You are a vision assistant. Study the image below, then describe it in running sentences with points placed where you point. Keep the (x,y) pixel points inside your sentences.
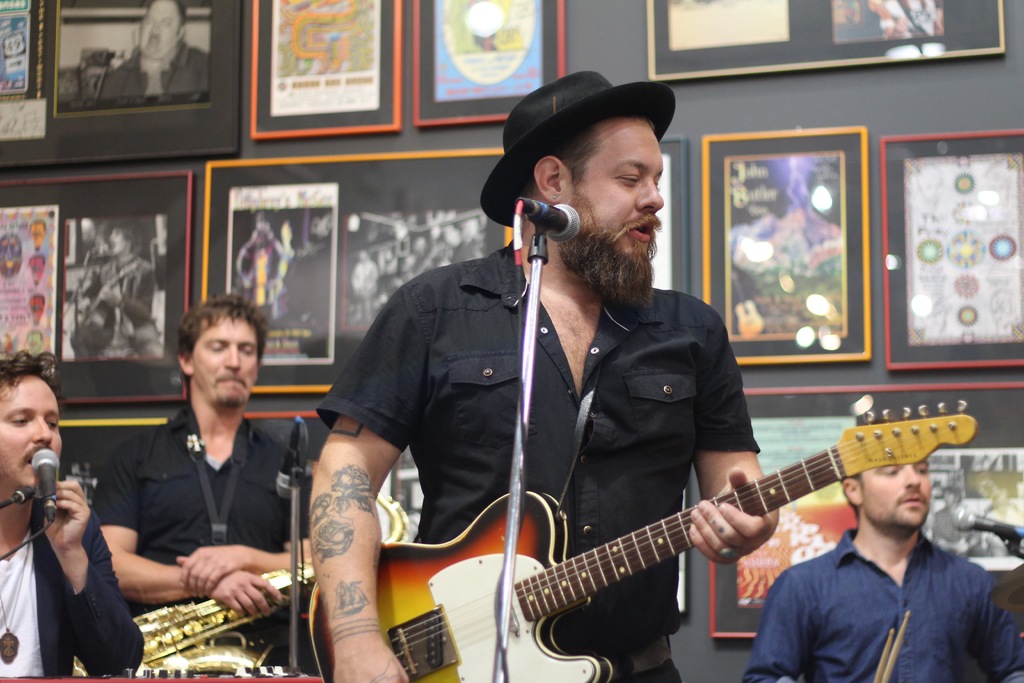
This image is clicked in a musical concert. There are four people (571,394) in this image. two of them are wearing black shirt (486,498), one who is on the right side (906,562) bottom corner is wearing navy blue color shirt (890,594). A person (633,280) who is standing in the middle (623,407) is playing guitar (567,578). He has Mike (503,653) in front of him. Everyone has Mike (992,520) in front of them. All of them are using some musical instruments (488,590). There are photo frames (932,286) behind them on the wall (475,138).
